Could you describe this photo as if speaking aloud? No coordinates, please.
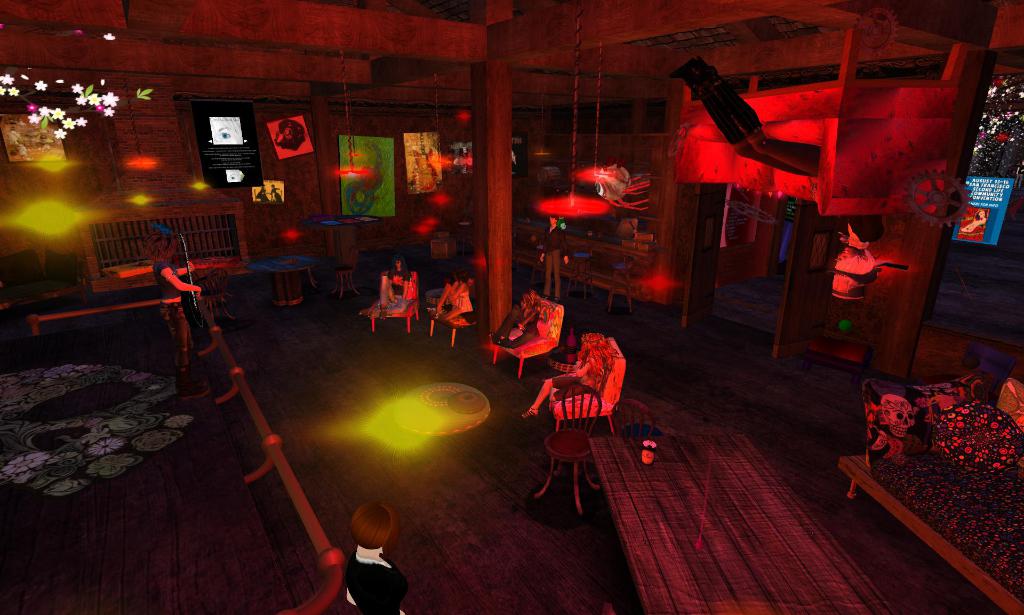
By seeing this image we can say it is an animated picture.
